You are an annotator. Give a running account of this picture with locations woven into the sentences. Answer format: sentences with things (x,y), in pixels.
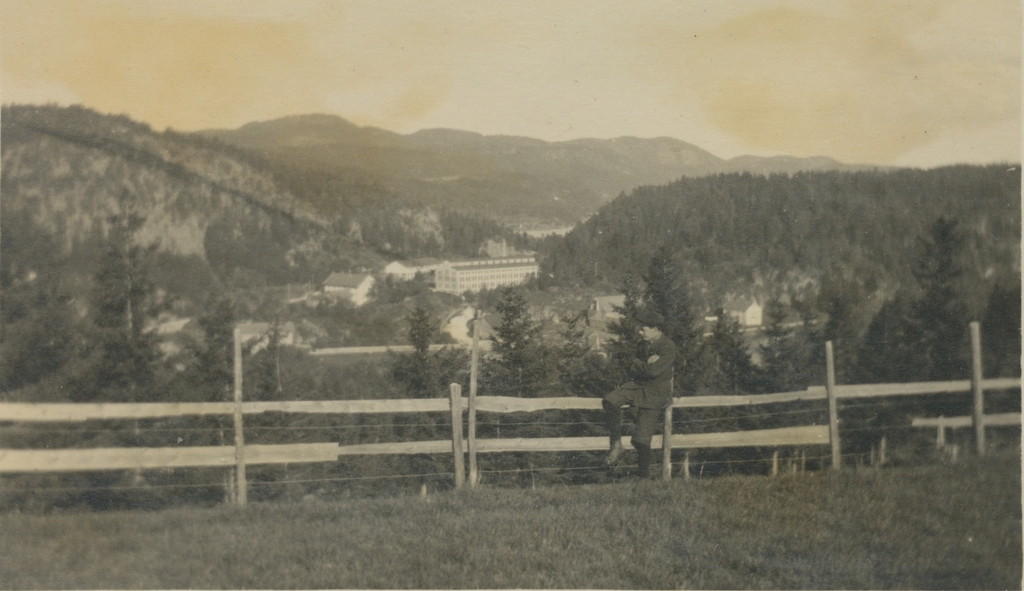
It is a black and white picture. In this image, we can see a person (648,436) is sitting on the wooden fencing (579,404). At the bottom (777,561), we can see grass (634,580). Background (722,374) there are so many trees (710,360), buildings (505,280), houses (354,289) and hills (964,290). Top of the image (595,98), there is the sky (558,125).
